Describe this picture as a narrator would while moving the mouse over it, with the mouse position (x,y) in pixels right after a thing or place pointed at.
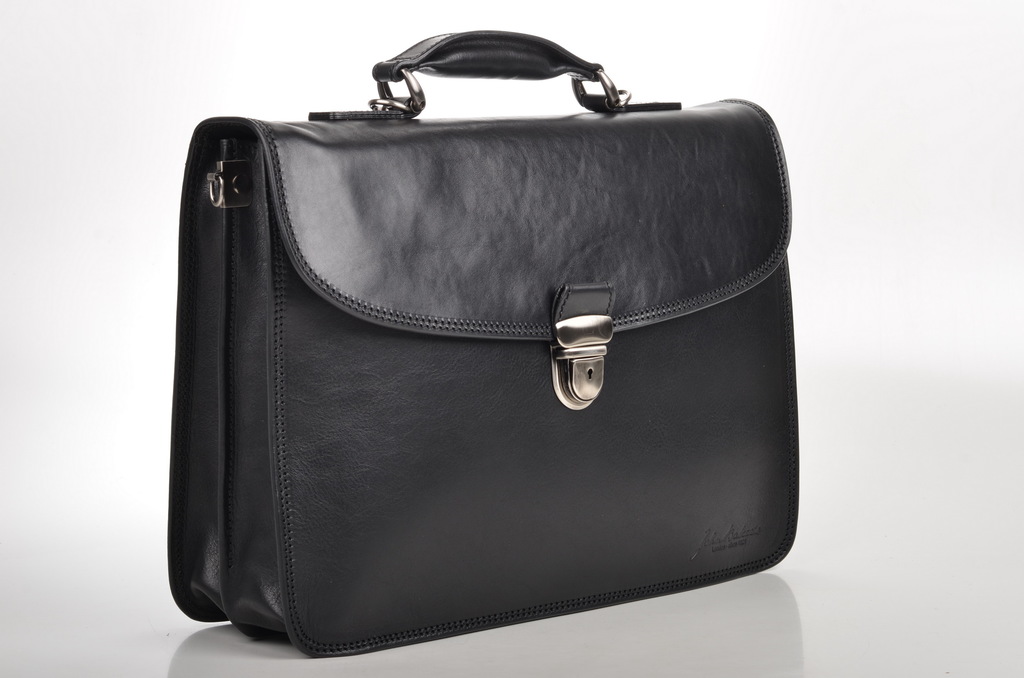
This is a bag (534,377).
